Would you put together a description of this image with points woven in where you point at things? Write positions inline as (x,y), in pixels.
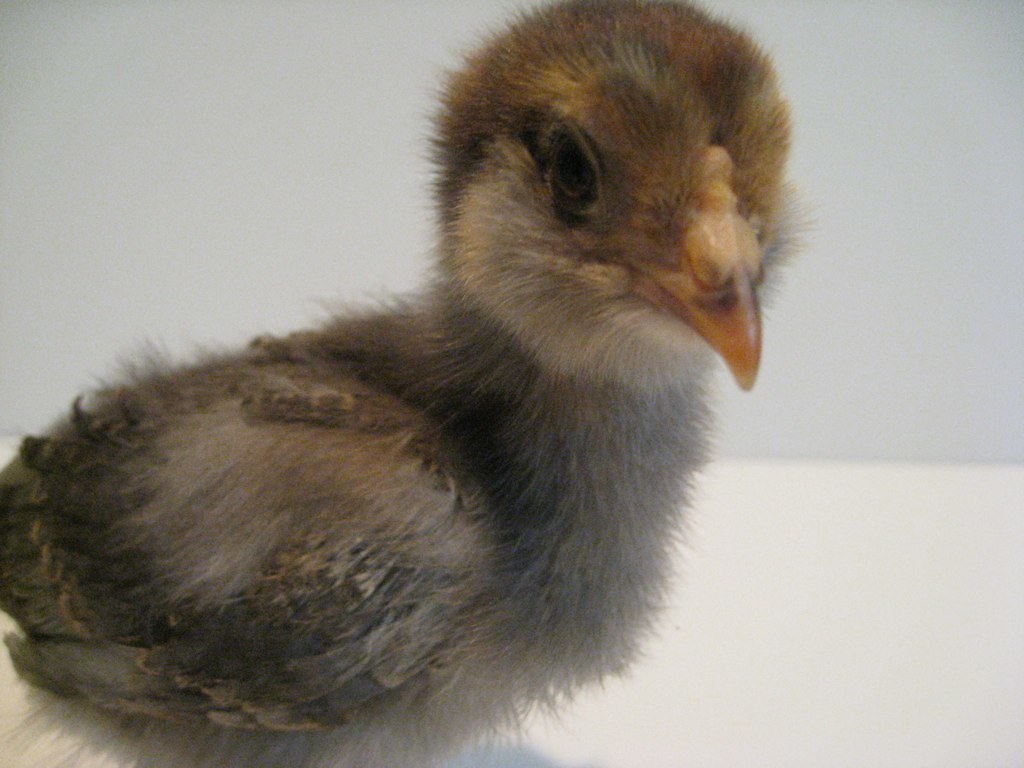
In this image, this looks like a chick (534,465). The background (180,117) looks white in color.
